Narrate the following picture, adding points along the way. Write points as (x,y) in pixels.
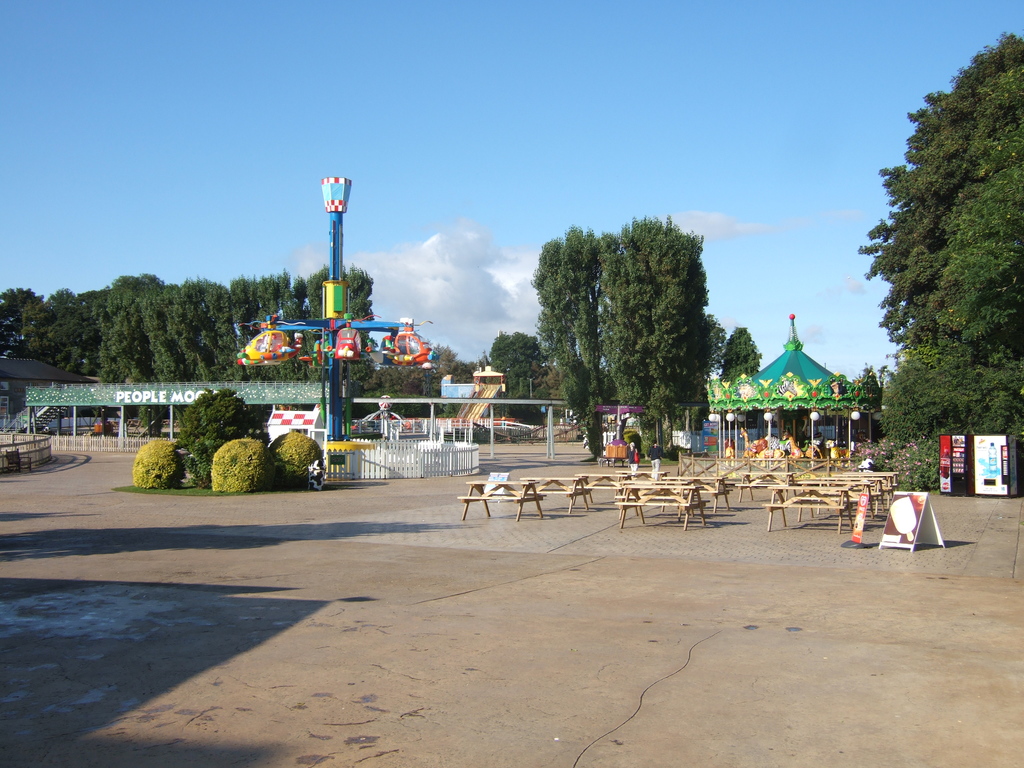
In this image, we can see fun rides (378,324), trees (363,291), sheds (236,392), shrubs (231,449), tables (679,484), boards (895,516), lights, poles (385,432) and we can see a fence (407,471). At the bottom (379,634), there is a road (445,609) and at the top (410,108), there are clouds (480,244) in the sky (469,229).
